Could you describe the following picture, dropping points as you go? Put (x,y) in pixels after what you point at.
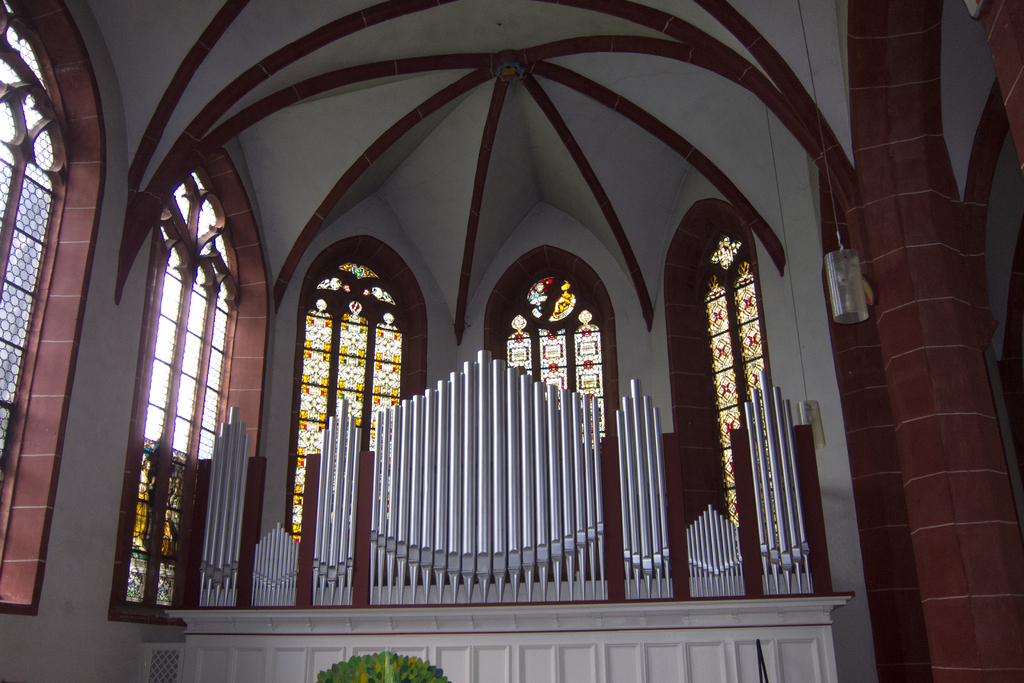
In this image we can see the inside view of the church (488,272) that includes arch (94,94), windows (200,310) and walls (826,249).
